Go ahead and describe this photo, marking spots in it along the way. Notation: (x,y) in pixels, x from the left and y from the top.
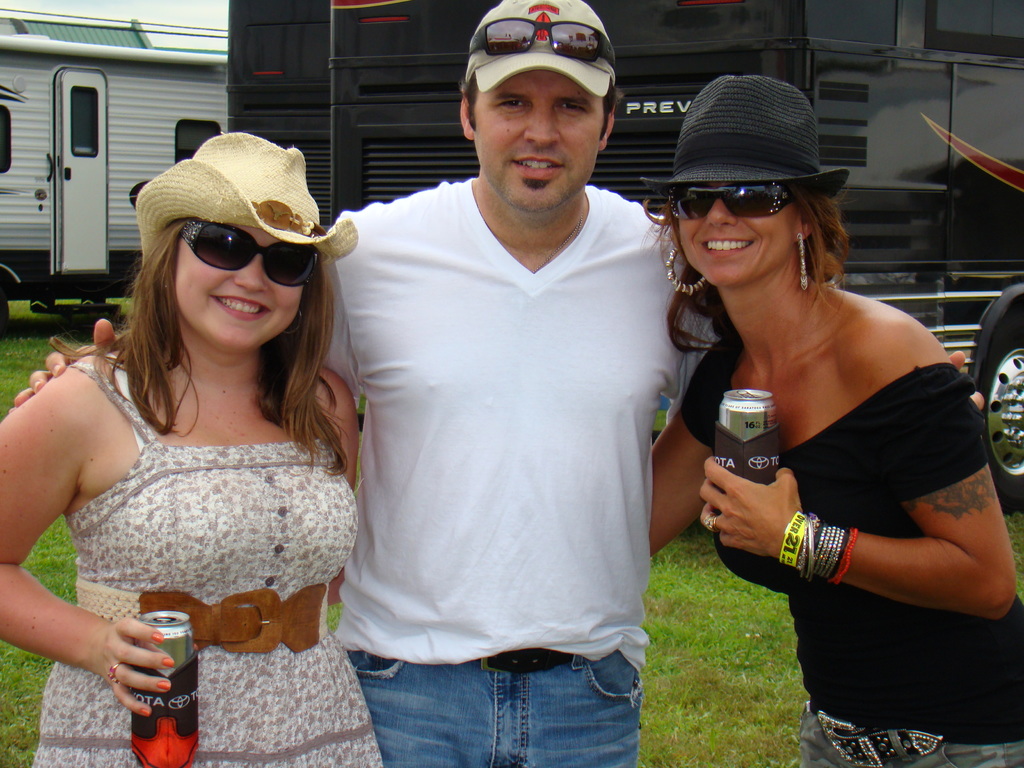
In this picture there is a man (446,451) standing and smiling and there are two people (102,738) standing and smiling and holding the tins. At the back (985,247) there are vehicles (975,216). At the bottom (721,697) there is grass (680,707).
